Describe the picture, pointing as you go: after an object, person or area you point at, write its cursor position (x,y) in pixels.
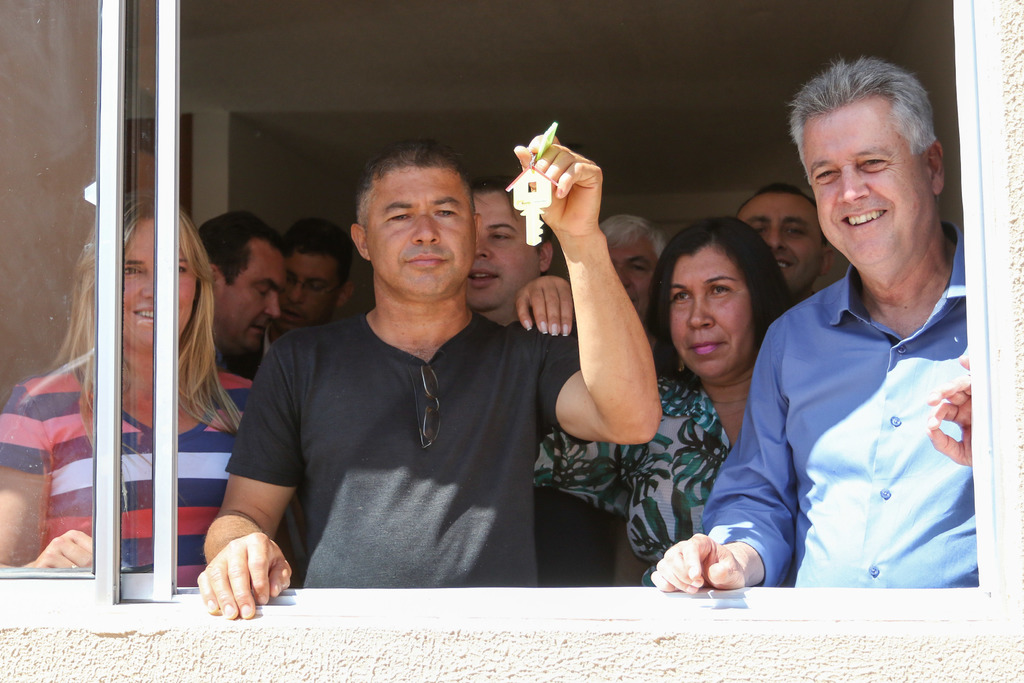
In the picture there are many people (282,371) present, one man (526,407) is catching a key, there are glass windows (28,291) present.
